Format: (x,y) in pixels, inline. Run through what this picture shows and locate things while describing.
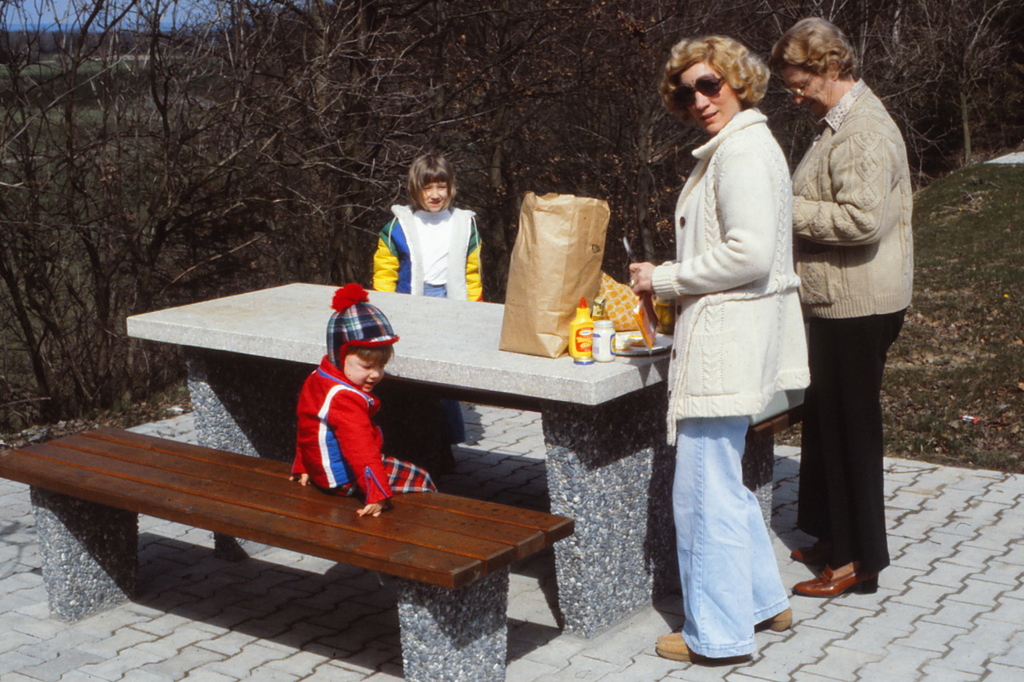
On the background (230,79) we can see bare trees (296,78). Here we can see two women (699,327) standing near to a table (527,356). On the table (544,361) we can see brown colour bag (557,330), bottles (579,317), a plate (639,346). We can see one girl (443,217) standing beside to them. Here we can see a kid (426,489) sitting on a bench (395,527).
